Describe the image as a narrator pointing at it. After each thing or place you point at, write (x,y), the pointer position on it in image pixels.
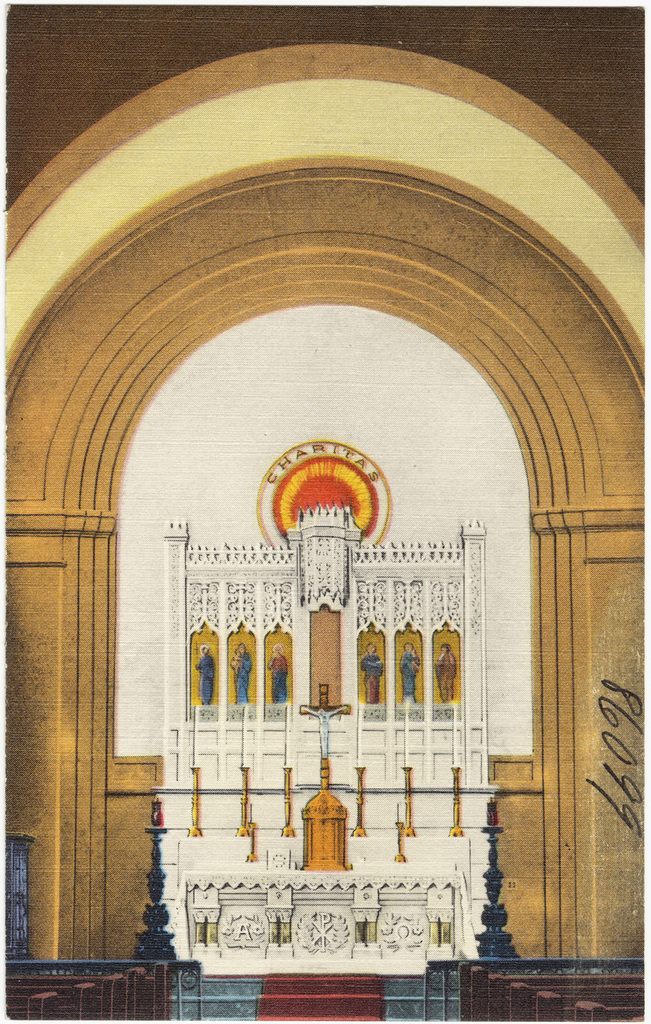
This image is a painting. In this painting we can see a cross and candles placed on the table (307,912). At the bottom (297,1002) there are benches (52,1014) and stairs (341,985). In the background (439,438) there is a wall (446,390). At the top (414,225) we can see an arch (342,237).
